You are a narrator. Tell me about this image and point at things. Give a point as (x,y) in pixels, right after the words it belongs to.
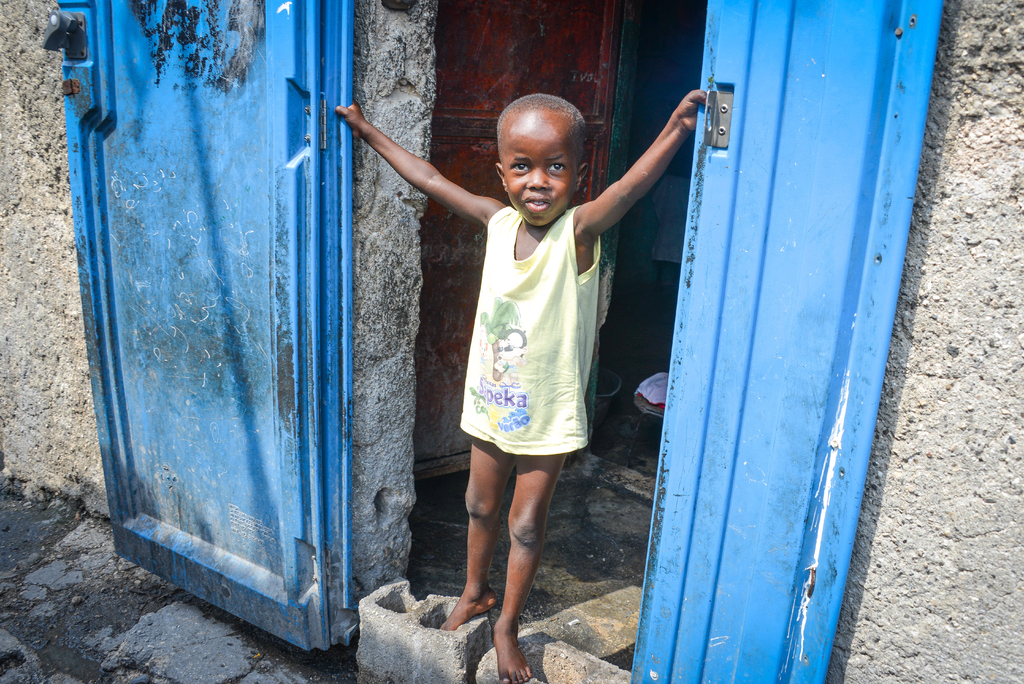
In the image there is kid (551,177) in yellow vest (528,288) standing in between two doors (769,640).
